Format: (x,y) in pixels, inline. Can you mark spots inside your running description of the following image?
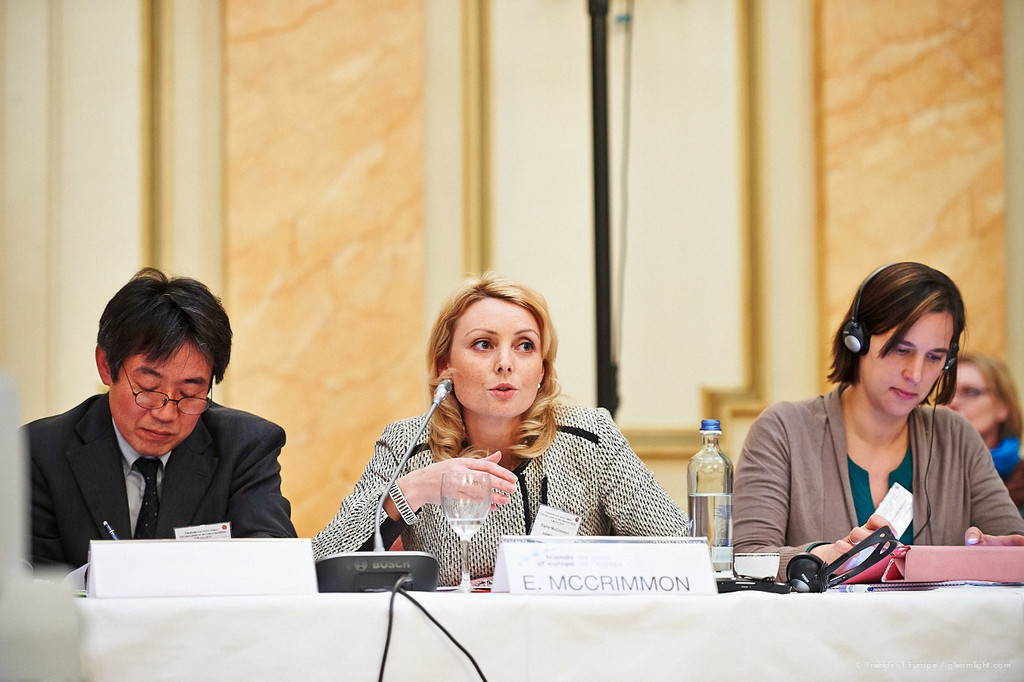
This picture is clicked in the conference hall (479,253). The woman (479,332) in the middle of the picture (479,345) is sitting on the chair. She is talking on the microphone (371,582). Beside her, the woman (798,466) in brown jacket (803,478) is wearing a headset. On the left side (117,454), the man (144,451) in black blazer (169,504) who is wearing spectacles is holding a pen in his hand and he is writing something. In front of them, we see a table (775,636) on which microphone (354,580), water glass (455,531), water bottle (705,514), file (886,567) and name boards (634,589) are placed. On the right side (973,378), we see a woman (976,421) is sitting on the chair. Behind them, we see a wall (314,214).
